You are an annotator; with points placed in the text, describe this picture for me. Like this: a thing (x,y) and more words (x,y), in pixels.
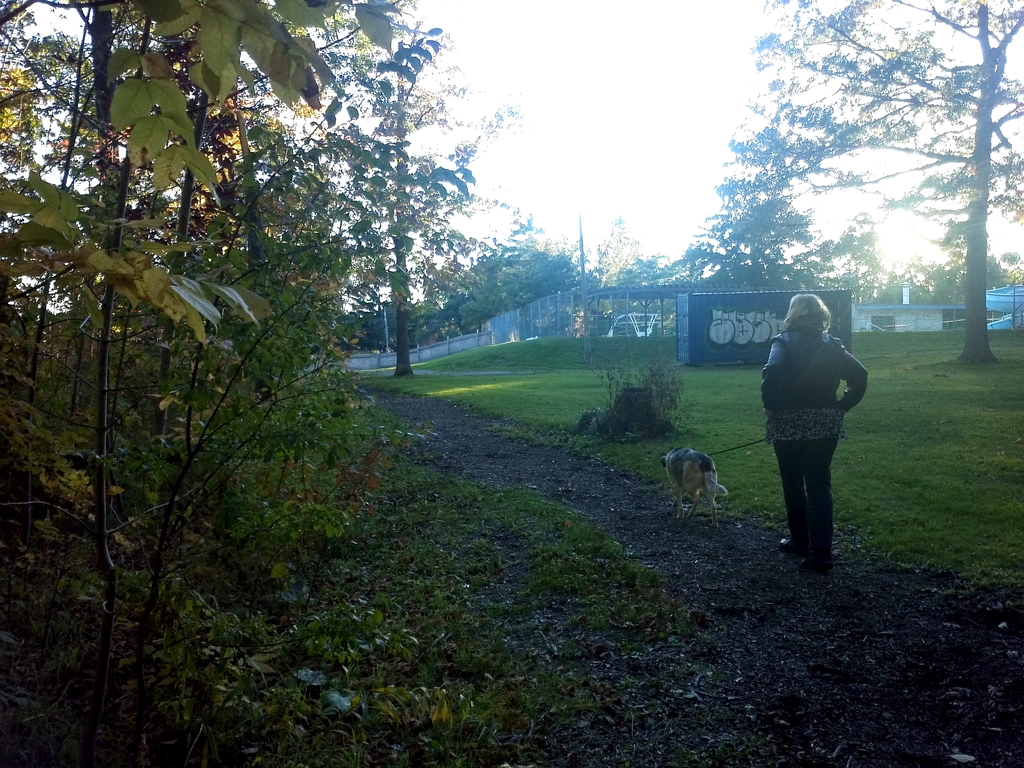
On the left side of the image (263,272) we can see trees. In the middle of the image (626,502) we can see mud road (785,583), a lady (782,438) is standing and holding a dog (681,482) with the help of a belt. On the right side of the image (929,297) we can see trees (992,150), grass (958,349) and building (894,309).
